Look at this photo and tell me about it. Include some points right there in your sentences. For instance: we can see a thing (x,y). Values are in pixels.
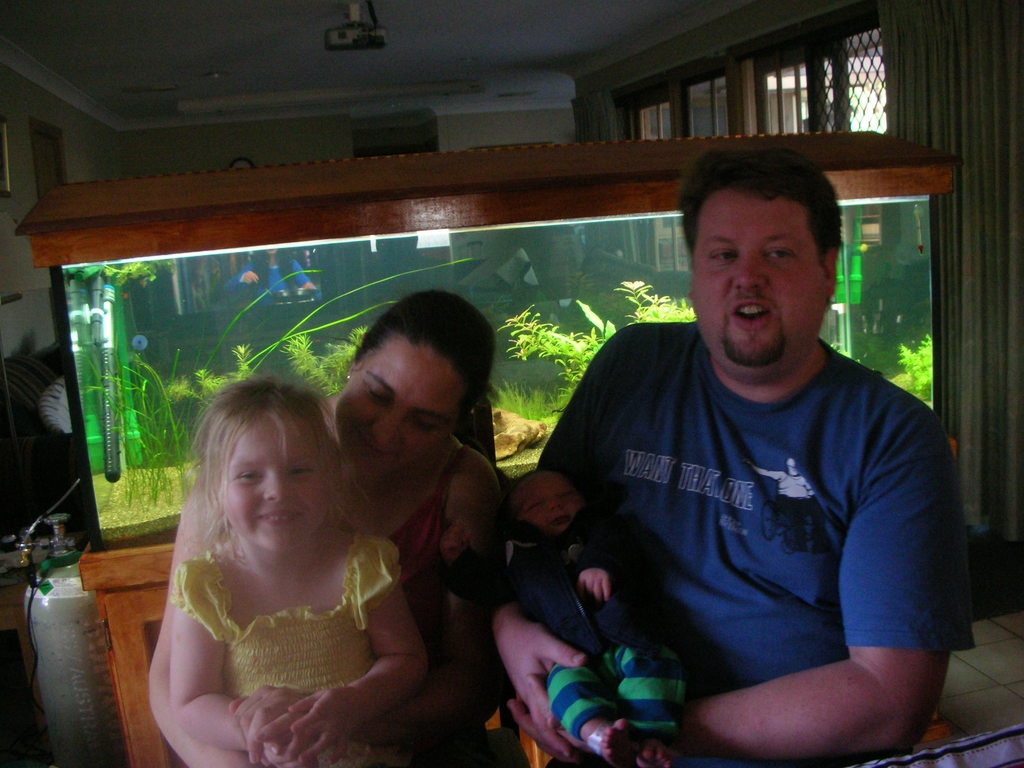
In this image we can see persons (292,483) sitting on the bench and one of them is holding a baby (610,586) in the hands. In the background (118,528) we can see cylinder (83,684), aquarium (278,283), projector (339,45), walls (635,75) and windows (689,90).
